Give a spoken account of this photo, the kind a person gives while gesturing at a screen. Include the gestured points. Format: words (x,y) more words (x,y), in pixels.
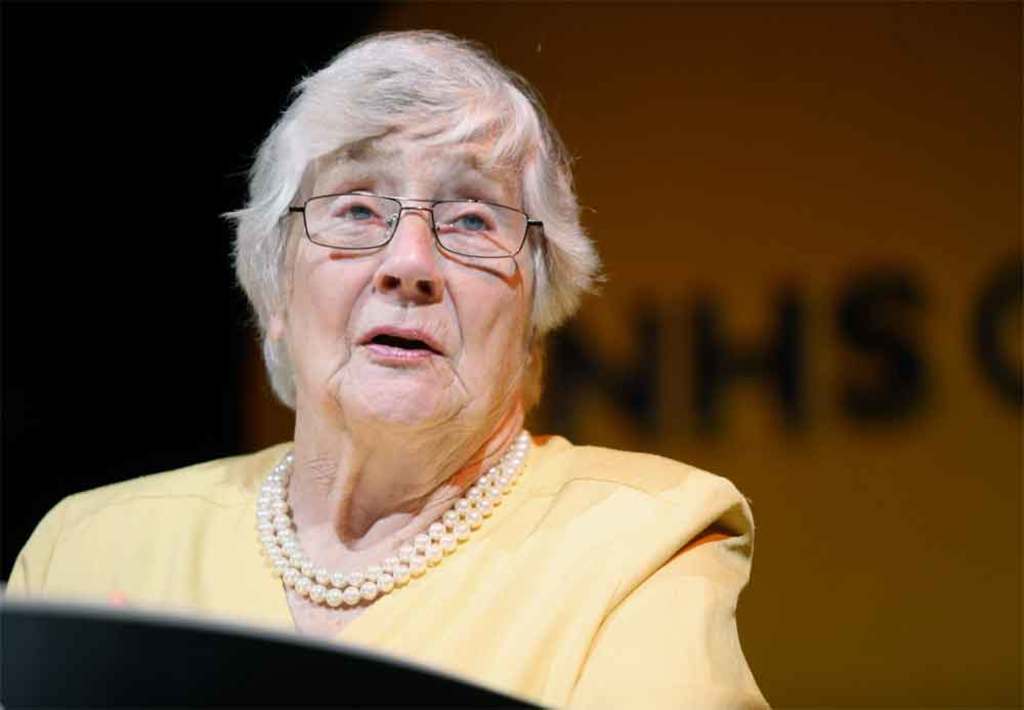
This image consists of a woman (525,572) wearing a yellow dress (390,606). In the background (637,252), there is a banner (652,143). She is also wearing specs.
